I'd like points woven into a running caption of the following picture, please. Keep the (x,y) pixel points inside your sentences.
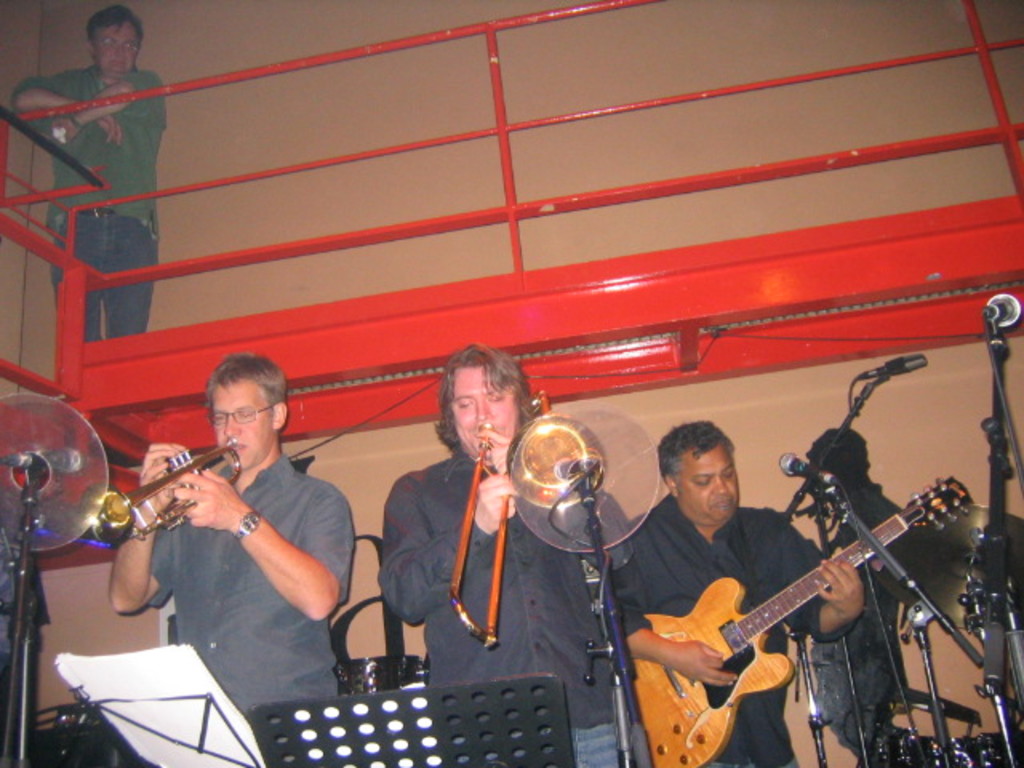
In this image there are group of people (273,591) who are standing. On the right side (703,534) there is one person (706,480) who is standing and he is holding a guitar (717,639). In the middle (497,481) there is one person (485,515) who is standing and he is holding a trombone (472,515) and beside him there is another person (242,600) who is standing, and he is holding a trumpet (113,524) and in front of them there are mikes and boards (550,689) are there and on the boards (183,699) there are some papers (165,680). On the top (269,96) there is wall (428,115) and another person (124,116) is standing and looking at them.
